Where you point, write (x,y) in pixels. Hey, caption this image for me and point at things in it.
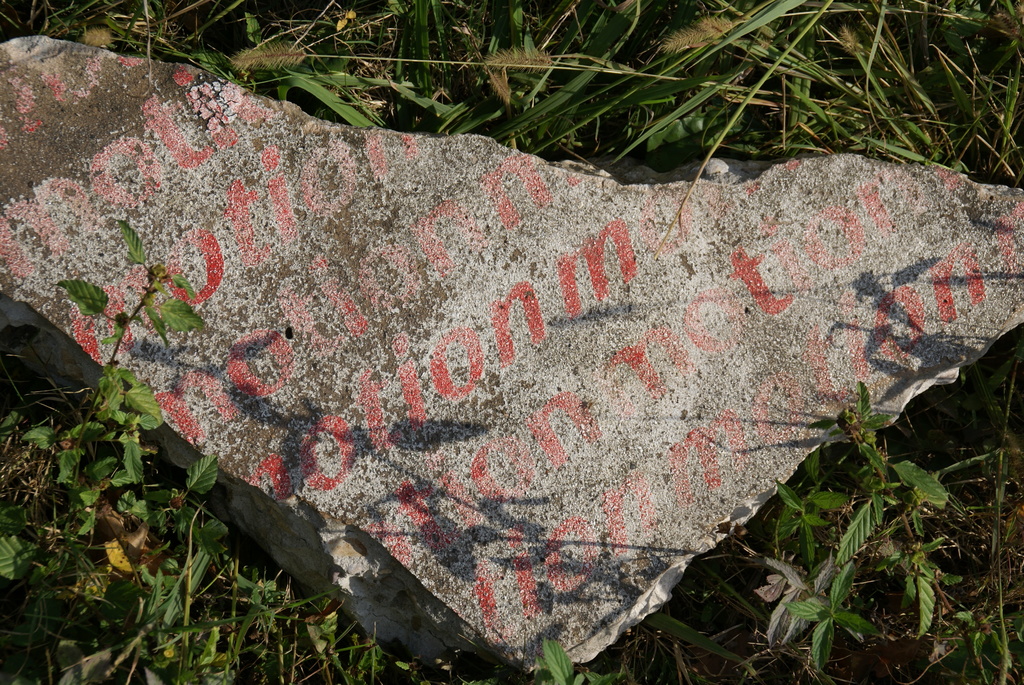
In the center of the image (477,331) a stone (379,331) is there. At the bottom of the image (224,612) some plants (249,609) are there. At the top of the image (603,112) grass (613,114) is present.
